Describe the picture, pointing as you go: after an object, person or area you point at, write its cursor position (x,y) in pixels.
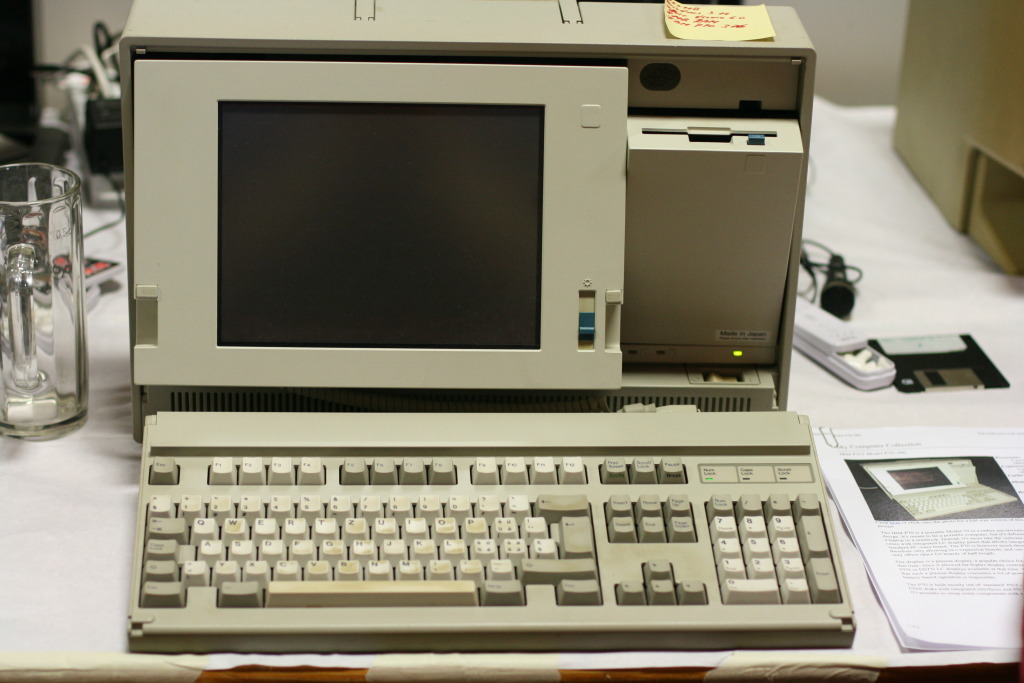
In this picture we can see a platform (825,420), on this platform (816,409) we can see a monitor (414,321), keyboard (426,442), CPU (641,345), glass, battery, mic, papers (849,501) and some objects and we can see a wall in the background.
